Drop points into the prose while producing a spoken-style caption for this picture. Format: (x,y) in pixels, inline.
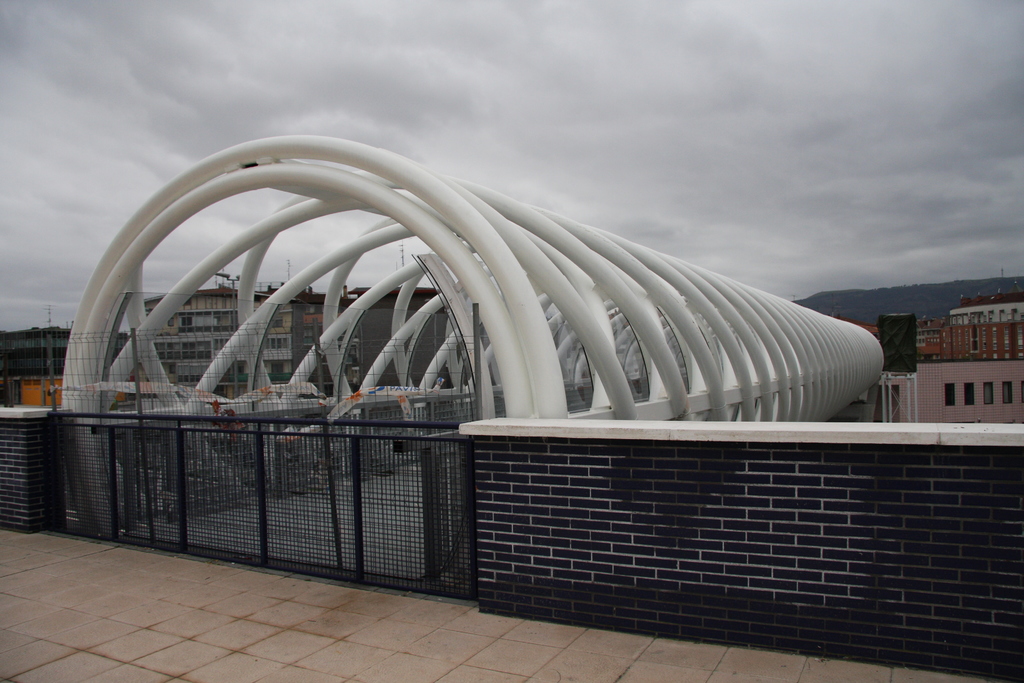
In the image I can see fence (459,547) and poles (527,382). In the background (445,387) I can see buildings (371,337), mountain (878,311), the sky (531,146) and some other objects (245,401).
